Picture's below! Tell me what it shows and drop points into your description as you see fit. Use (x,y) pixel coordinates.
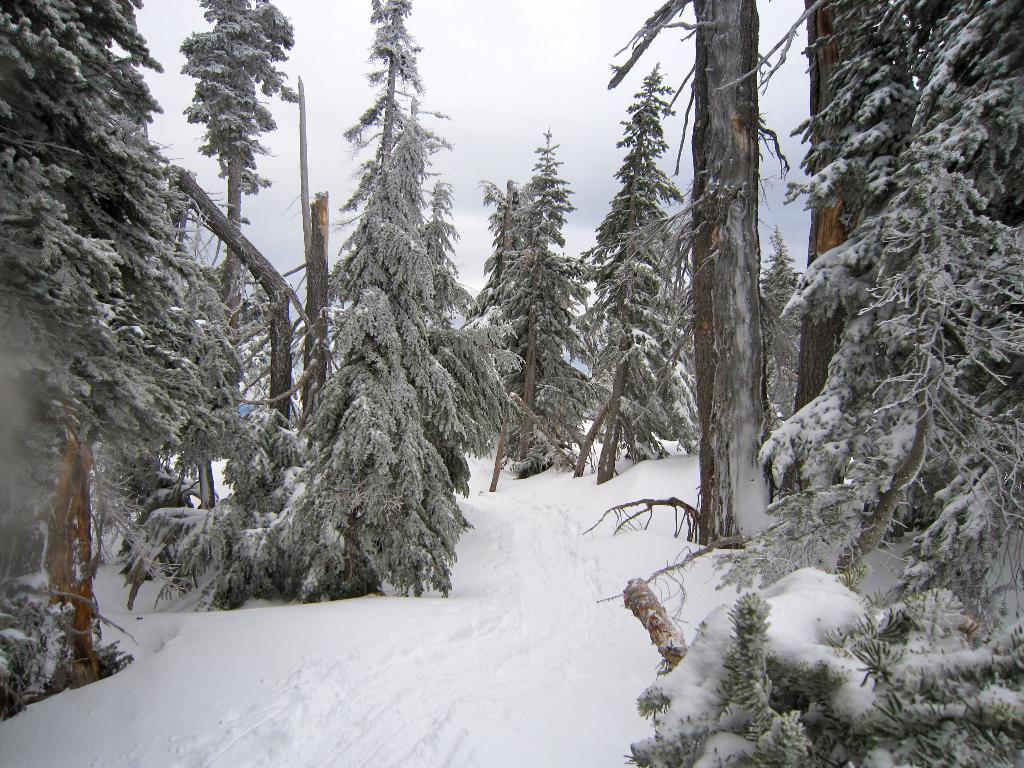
In this image we can see the trees (635,372) and also the snow (476,564). We can also see the sky (315,59).
